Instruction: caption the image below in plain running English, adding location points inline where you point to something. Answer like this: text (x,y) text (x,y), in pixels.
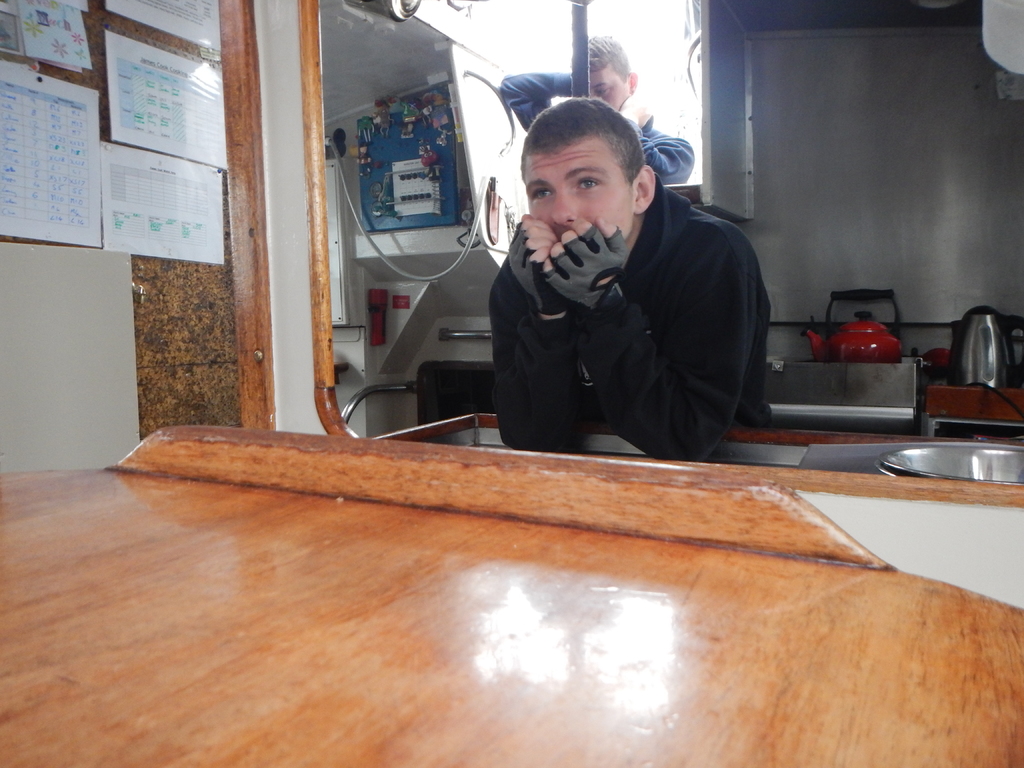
In the foreground of the picture (374,477) I can see the wooden table (618,513). There is a man (669,213) wearing a black color coat (710,302) and I can see the gloves (616,239) on his hands (621,258). In the background (675,178), I can see another man (638,98). I can see the white sheet papers (185,119) on the wall (189,45) on the top left side of the picture (72,145). I can see a red color tea jar (856,336) and a flask (984,380) on the right side (974,332). It is looking like an electric board (434,175).
